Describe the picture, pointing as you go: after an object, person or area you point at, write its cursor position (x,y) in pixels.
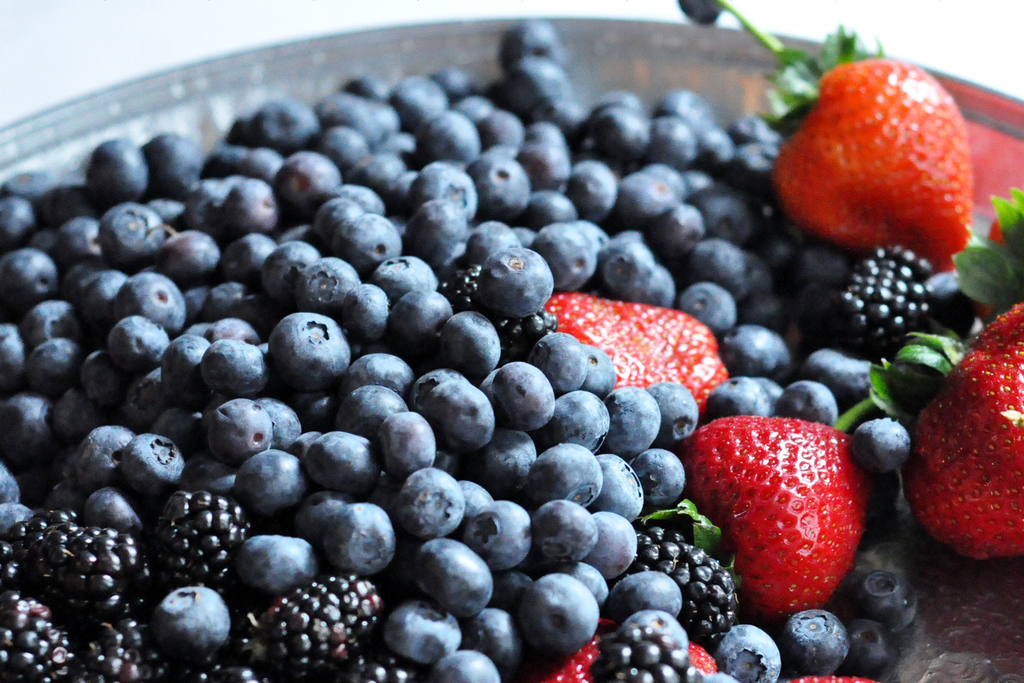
This image consists of blackberries (145,669), blueberries (538,356) and strawberries (969,393).
